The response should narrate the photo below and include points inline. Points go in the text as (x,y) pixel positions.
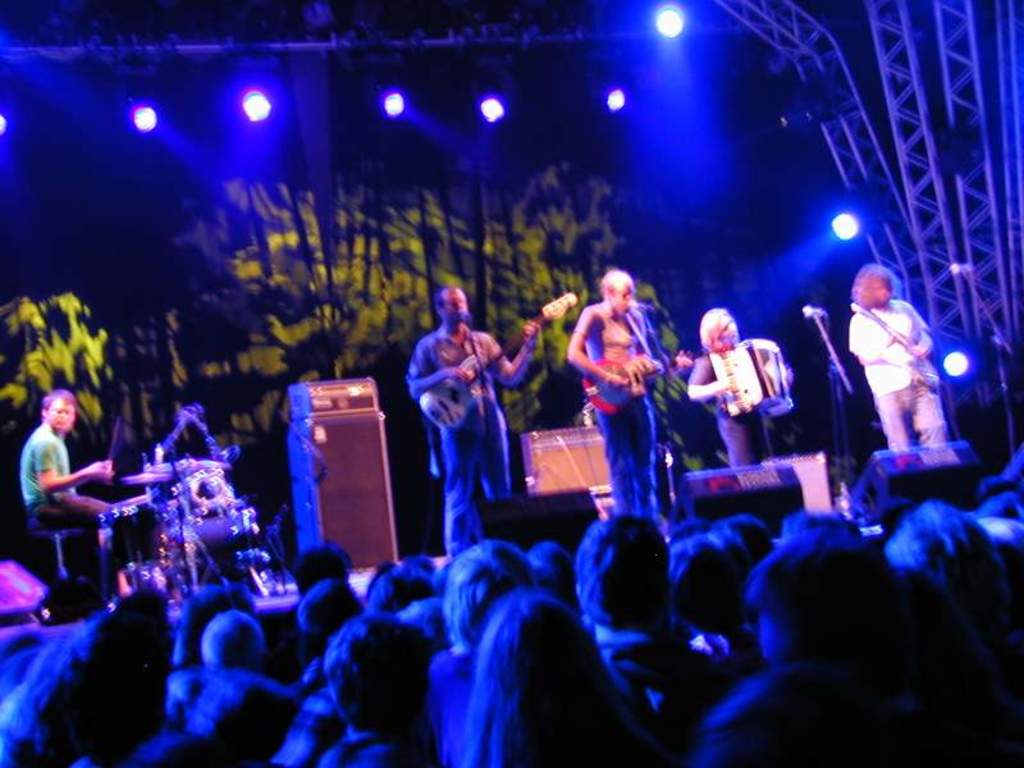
In this picture I can see there are few people (449,469) standing on the dais (284,597) and there are playing guitar (618,398) and drum set (160,542) and some other musical instruments (764,387) and in the backdrop (56,378) there is a screen (134,373) and there are lights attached to the ceiling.
